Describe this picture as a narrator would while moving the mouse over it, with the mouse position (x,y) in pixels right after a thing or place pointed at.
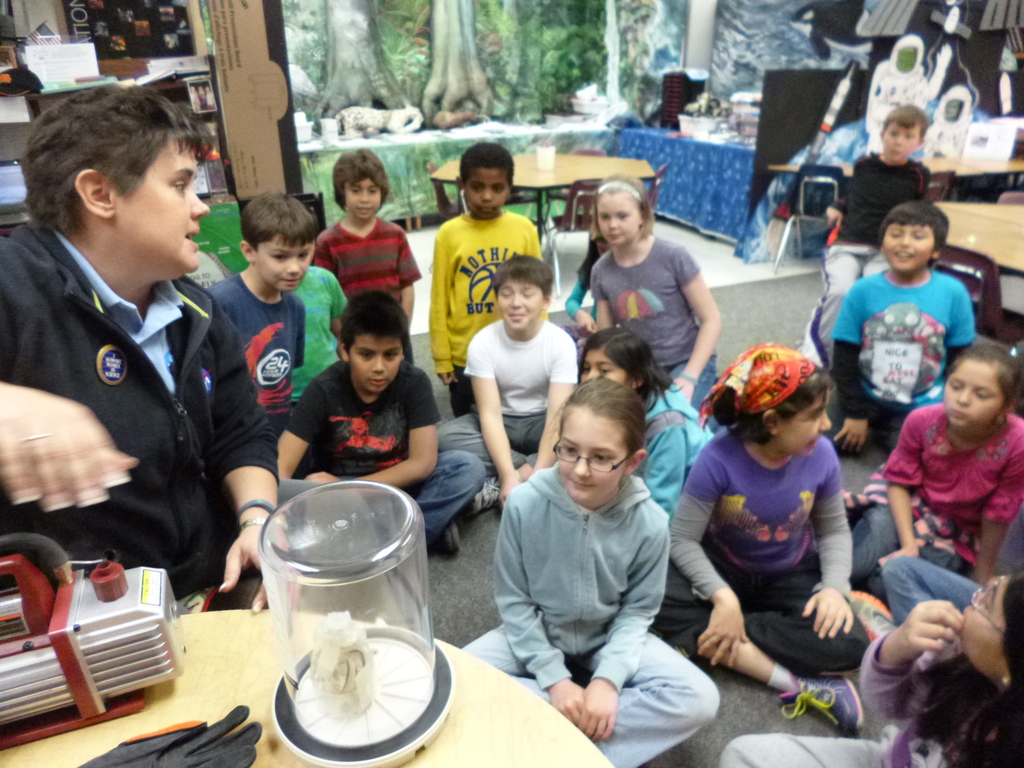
In this image we can see many kids (685,316) sitting on the floor (768,326). On the left side of the image (42,269) we can see a person (232,379) sitting at the table (95,729). On the table (100,742) we can see some objects (362,660) and gloves (180,734). In the background (301,87) we can see table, papers (83,64), board (123,32), drawings (372,42) and wall (714,31).
